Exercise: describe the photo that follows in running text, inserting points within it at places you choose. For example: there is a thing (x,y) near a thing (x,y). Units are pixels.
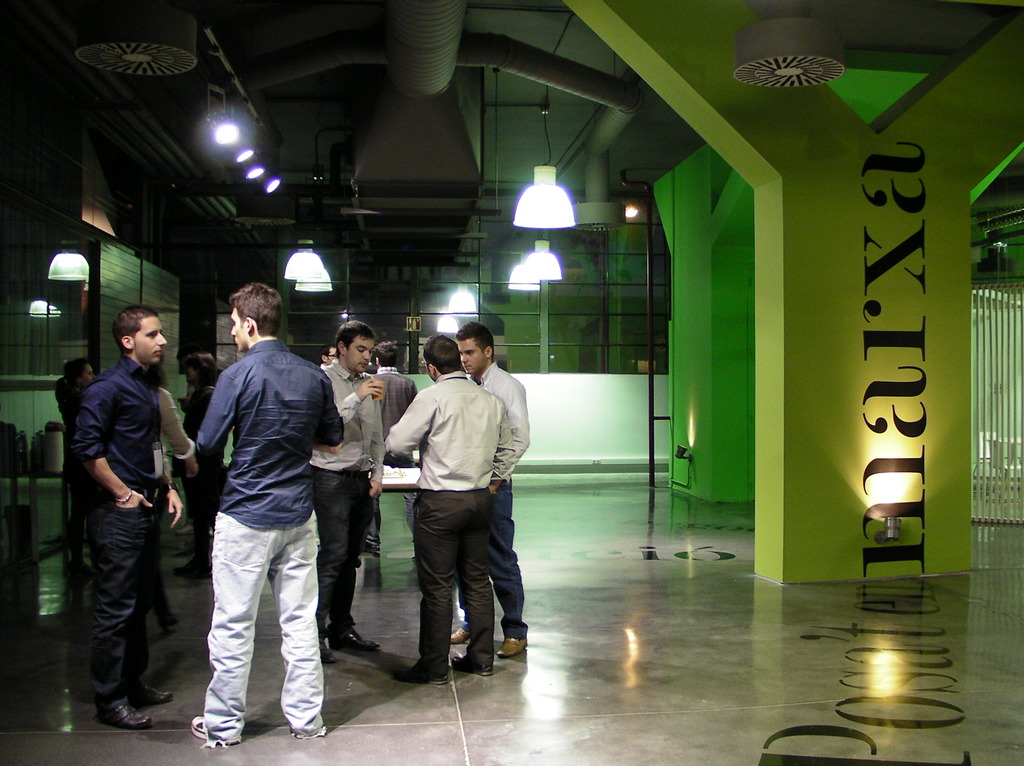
In this image we can see people (300,378) are standing on the floor (64,745). Here we can see a pillar (821,495), pole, lights (542,170), wall (596,408), pipes (347,64), and few objects (1012,356).
